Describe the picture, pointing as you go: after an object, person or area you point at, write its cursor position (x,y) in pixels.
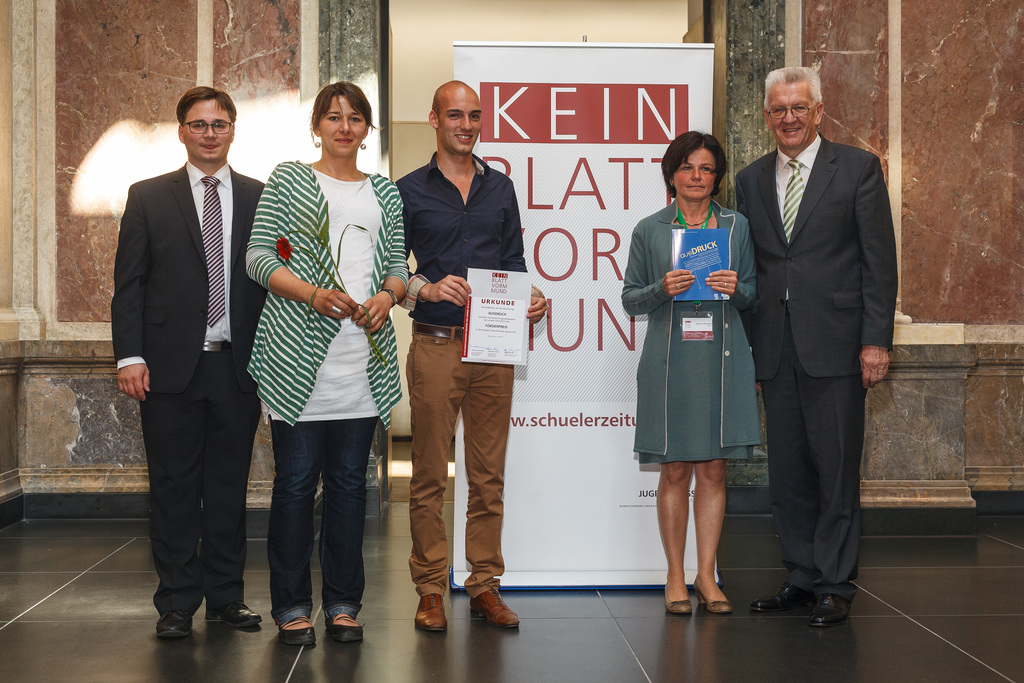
There are five persons (444,583) standing on the floor (931,661) and they are smiling. These two persons (434,174) are holding a book (519,347) with their hands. In the background (549,407) we can see a banner (616,97) and wall (786,59).
